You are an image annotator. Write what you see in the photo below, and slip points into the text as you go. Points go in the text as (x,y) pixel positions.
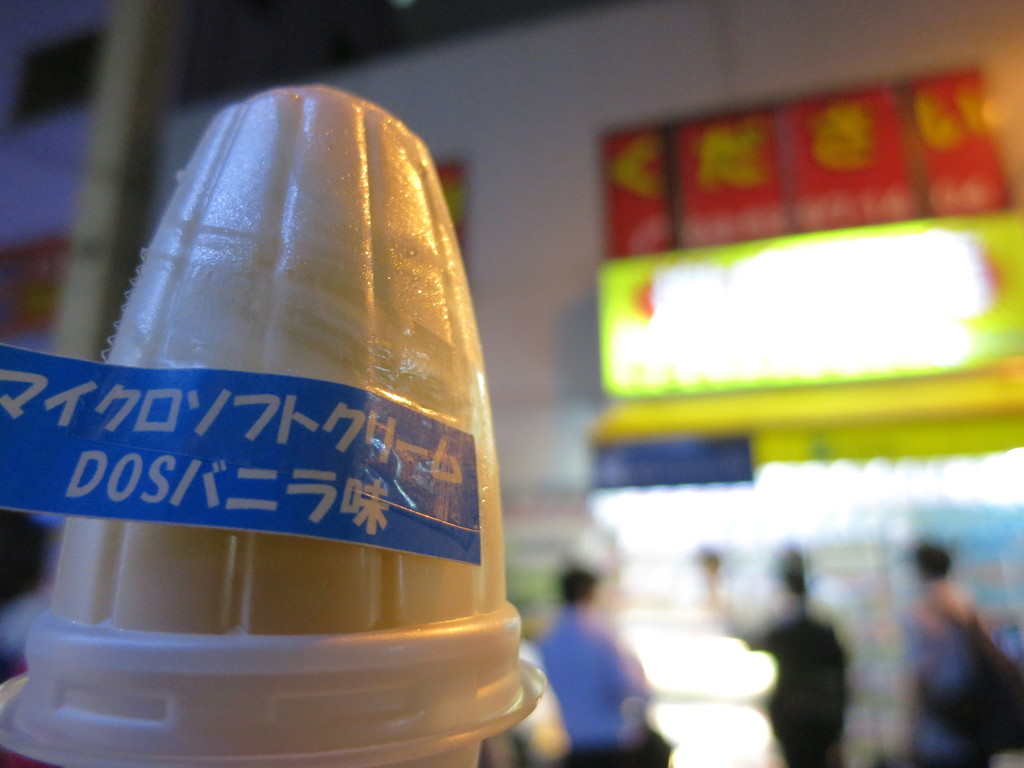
In this image I can see a white color object (326,558) and something written on a blue color paper (298,466). In the background (594,548) I can see people (788,698) and other objects (680,507). The background of the image (715,304) is blurred.
